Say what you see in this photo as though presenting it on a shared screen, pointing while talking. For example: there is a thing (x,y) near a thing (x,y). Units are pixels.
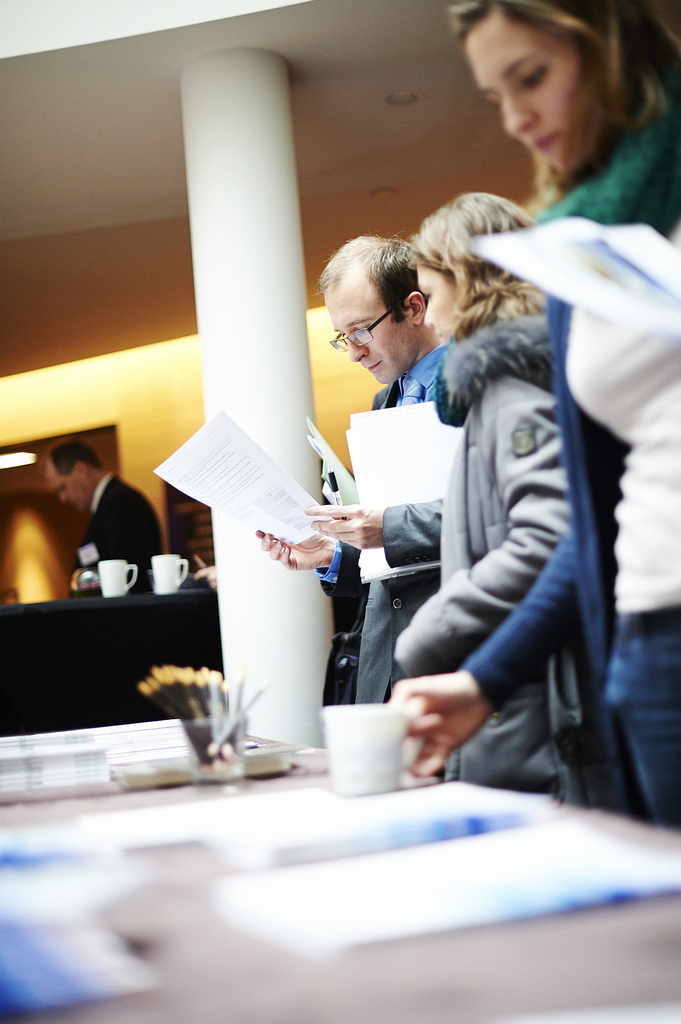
These persons (428,395) are standing and holding papers (202,483). On this table (471,970) there are papers (315,829) and cup (354,750). This is white pillar (265,352). This woman (584,579) is holding a cup (372,738). Far this person (100,521) is standing.
